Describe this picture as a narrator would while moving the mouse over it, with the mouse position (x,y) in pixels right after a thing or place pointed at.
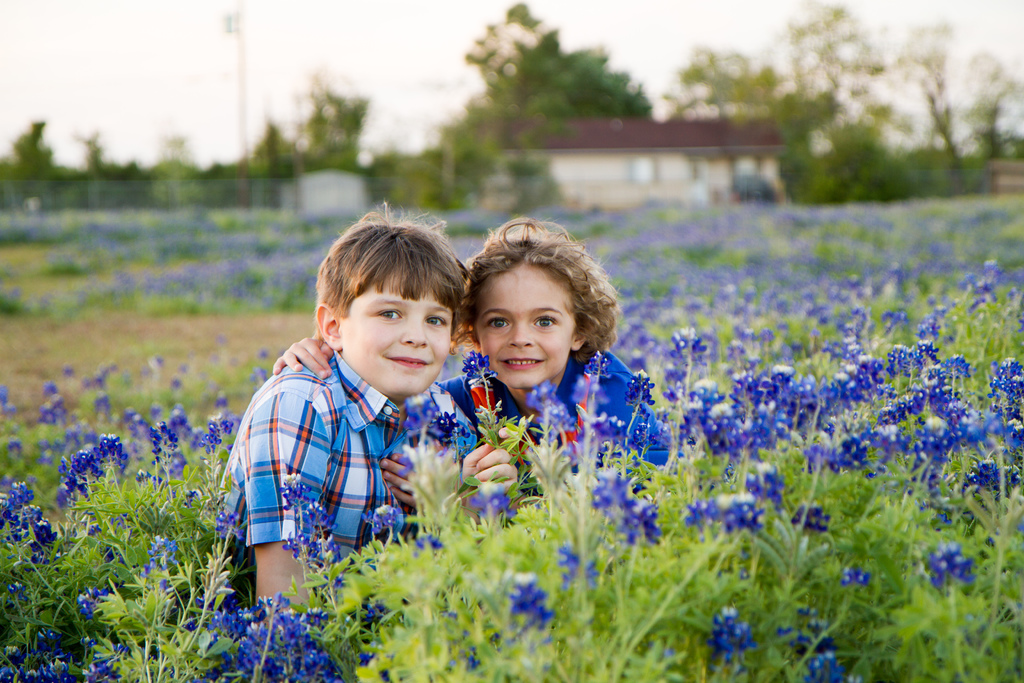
In this image in the front (567,606) there are plants (632,579). In the center (471,388) there are kids (496,382) smiling and there are flowers (733,286). In the background (459,153) there are trees (466,143) and there are houses (727,171) and there is a pole (244,88).
